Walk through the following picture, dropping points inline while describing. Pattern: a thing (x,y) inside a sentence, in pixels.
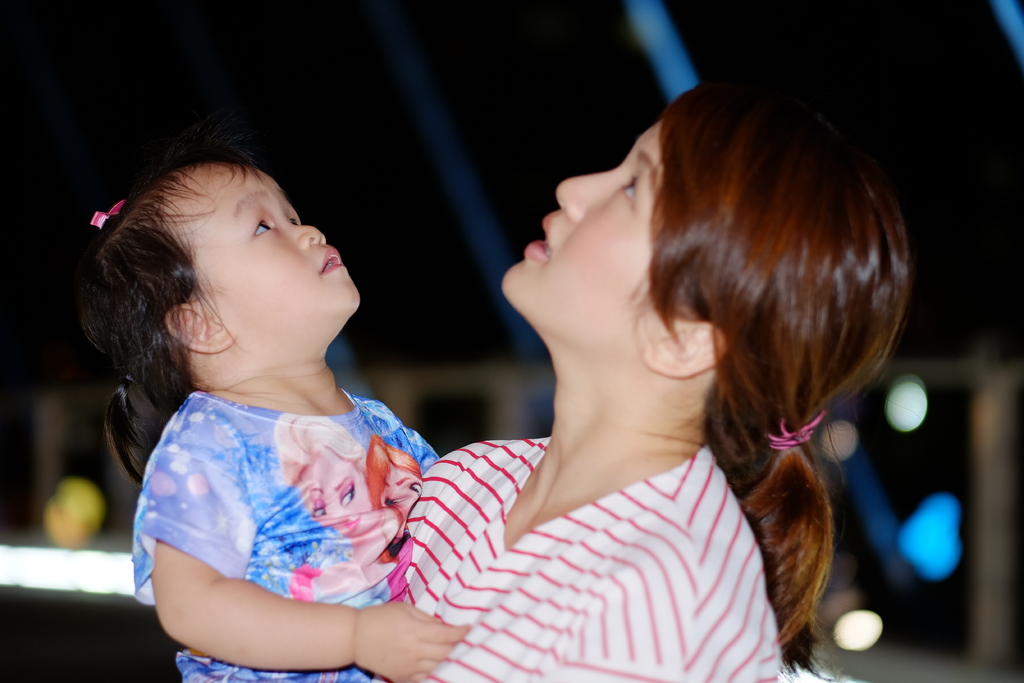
In this image we can see a woman (589,517) wearing dress (534,580) is holding a baby (259,515) in her hands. In the background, we can see some lights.
